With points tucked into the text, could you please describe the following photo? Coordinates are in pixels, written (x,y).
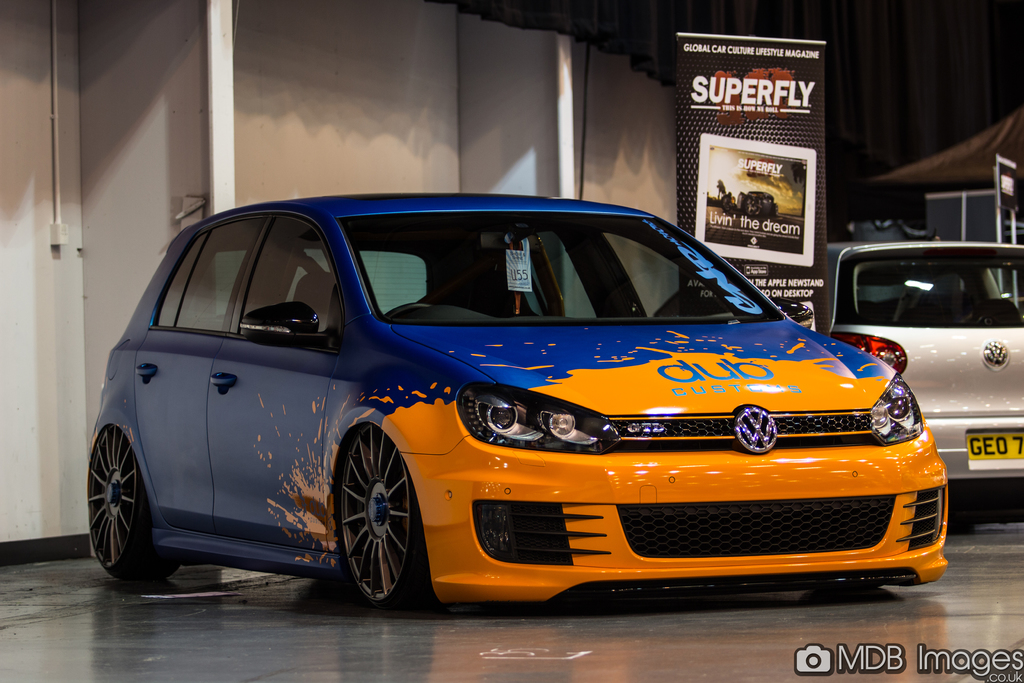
In this image we can see cars (704,411) on the floor (199,679) and there is a hoarding (703,156). In the background (466,172) we can see wall (398,139). At the bottom of the image (796,668) we can see a watermark (825,653).
